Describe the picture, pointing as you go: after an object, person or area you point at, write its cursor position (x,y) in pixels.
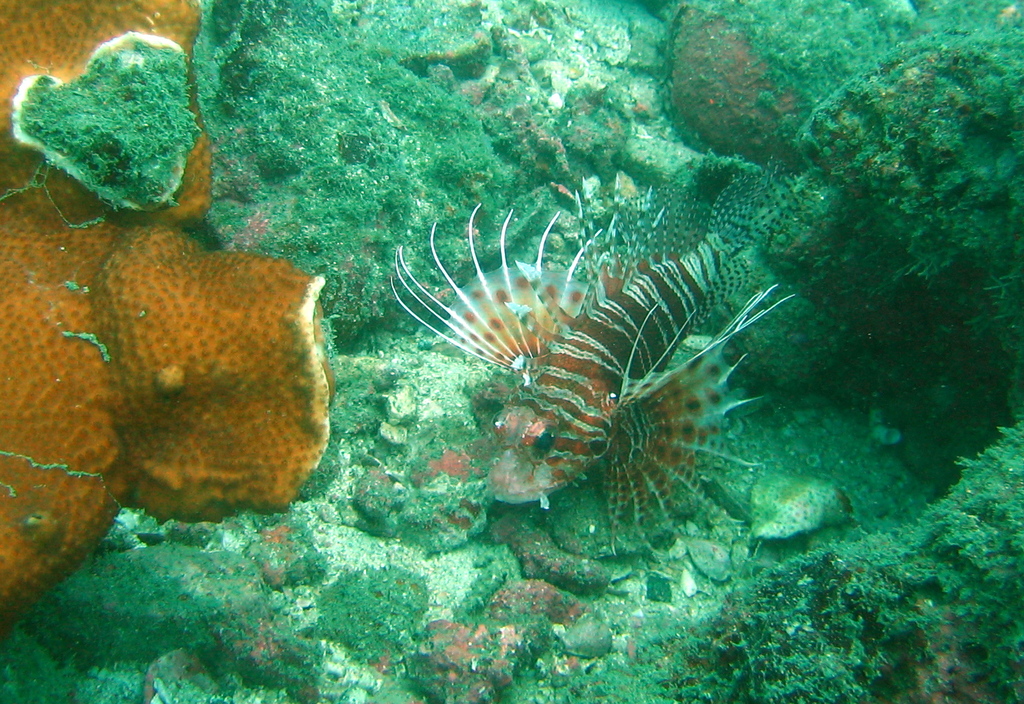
In the picture we can see a fish (551,395) which is under water (598,528) and there are some aquatic plants (833,62).
